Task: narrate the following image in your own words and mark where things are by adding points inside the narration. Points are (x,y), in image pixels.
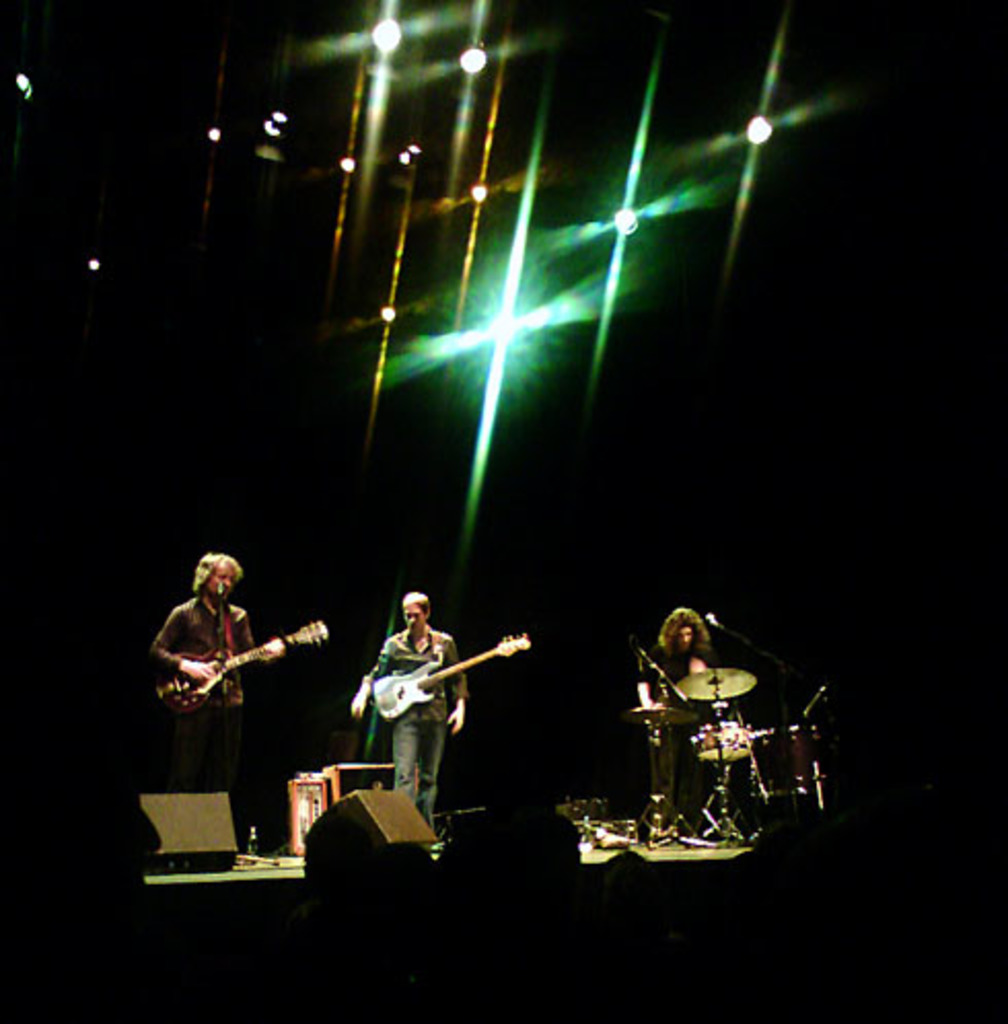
There are 3 people (424,739) on the stage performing by playing musical instruments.
